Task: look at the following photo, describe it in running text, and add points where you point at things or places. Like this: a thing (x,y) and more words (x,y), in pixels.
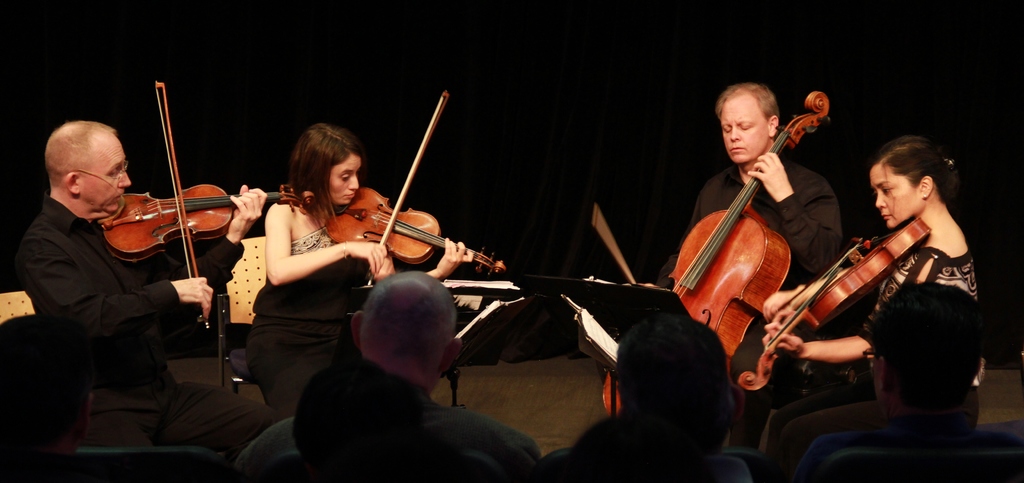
In the image we can see there are lot of people (456,254) who are sitting on chair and they are playing musical instruments (743,289).
